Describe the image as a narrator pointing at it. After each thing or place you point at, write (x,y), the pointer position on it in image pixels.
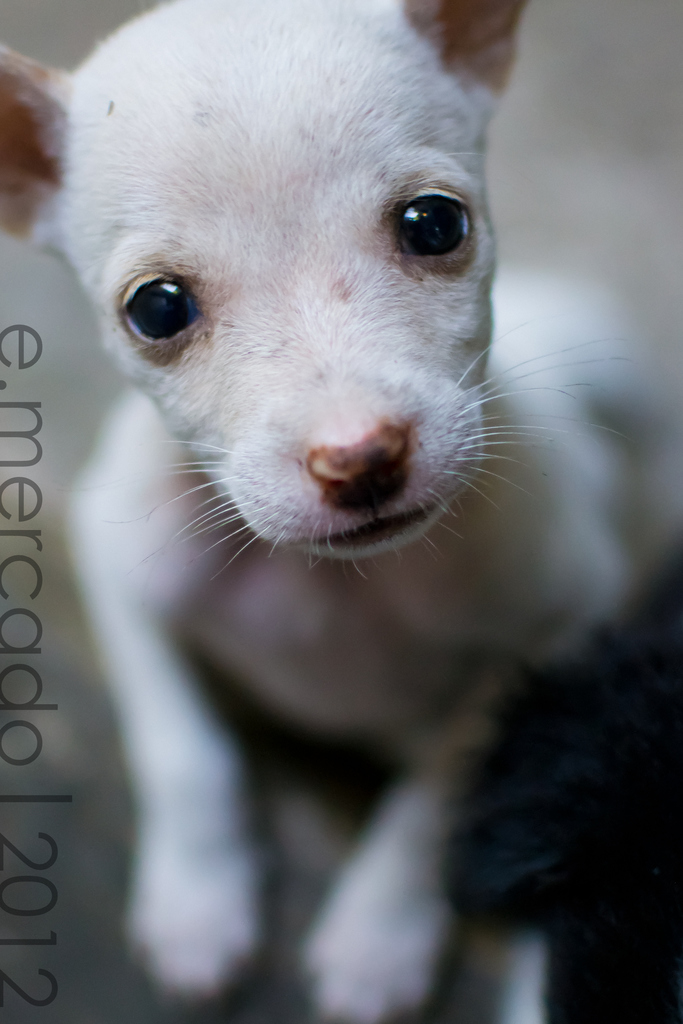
In this picture we can see an animal (119,417), some text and in the background (632,275) it is blurry.
